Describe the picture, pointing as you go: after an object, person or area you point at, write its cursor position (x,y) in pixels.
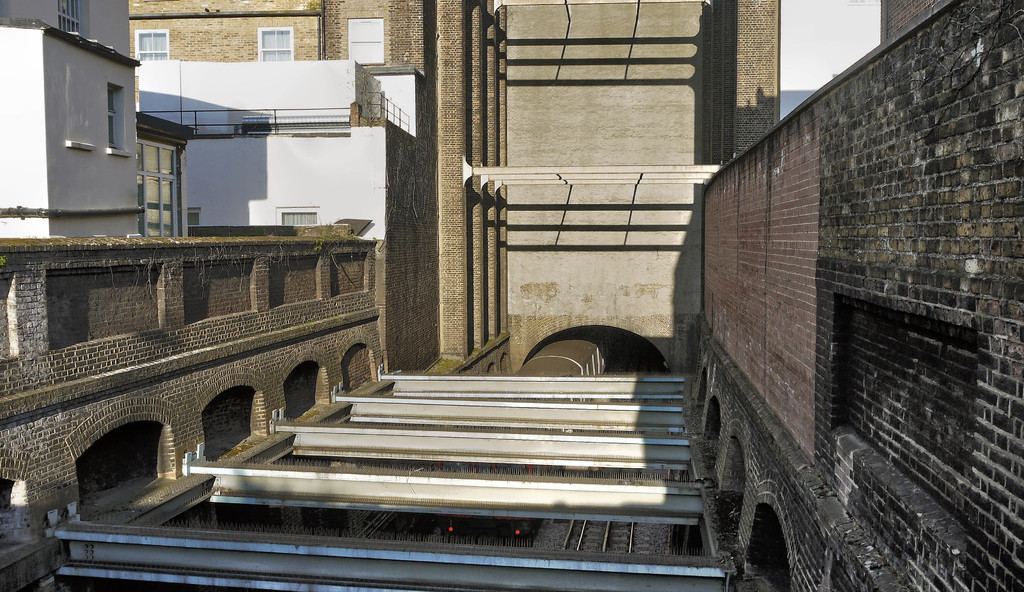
In this picture I can see there are some buildings (458,195) and there is a tunnel (541,368) and train (527,525) is passing from the tunnel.
